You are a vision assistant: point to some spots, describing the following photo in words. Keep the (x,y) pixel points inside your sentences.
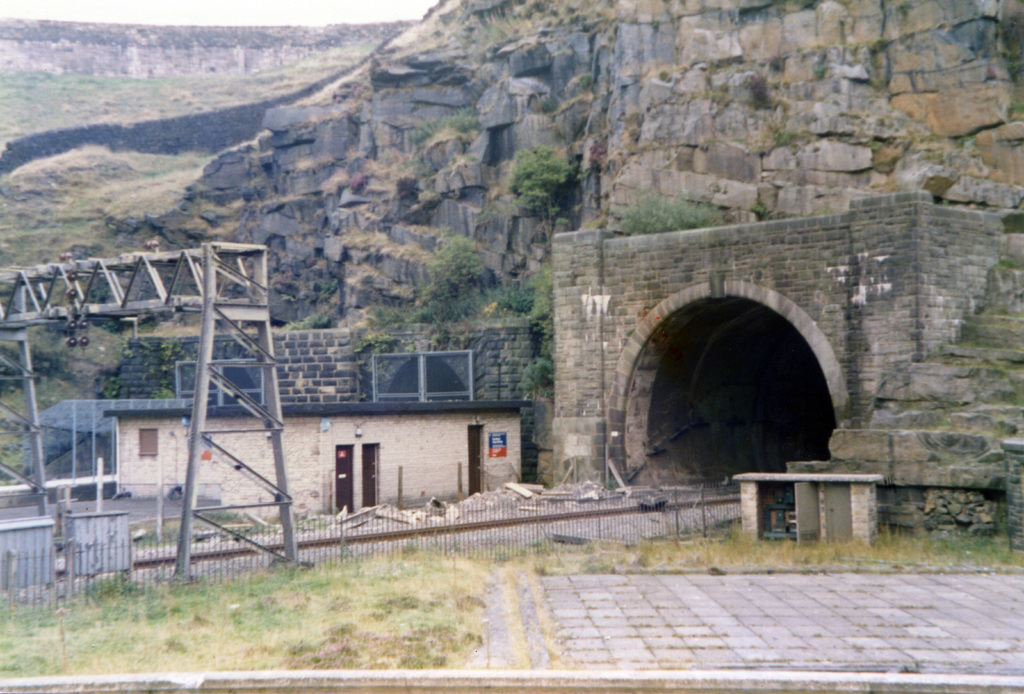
In this image I can see grass (507,590), fence poles (167,564), a building (395,500) and over there I can see a tunnel (697,383).
